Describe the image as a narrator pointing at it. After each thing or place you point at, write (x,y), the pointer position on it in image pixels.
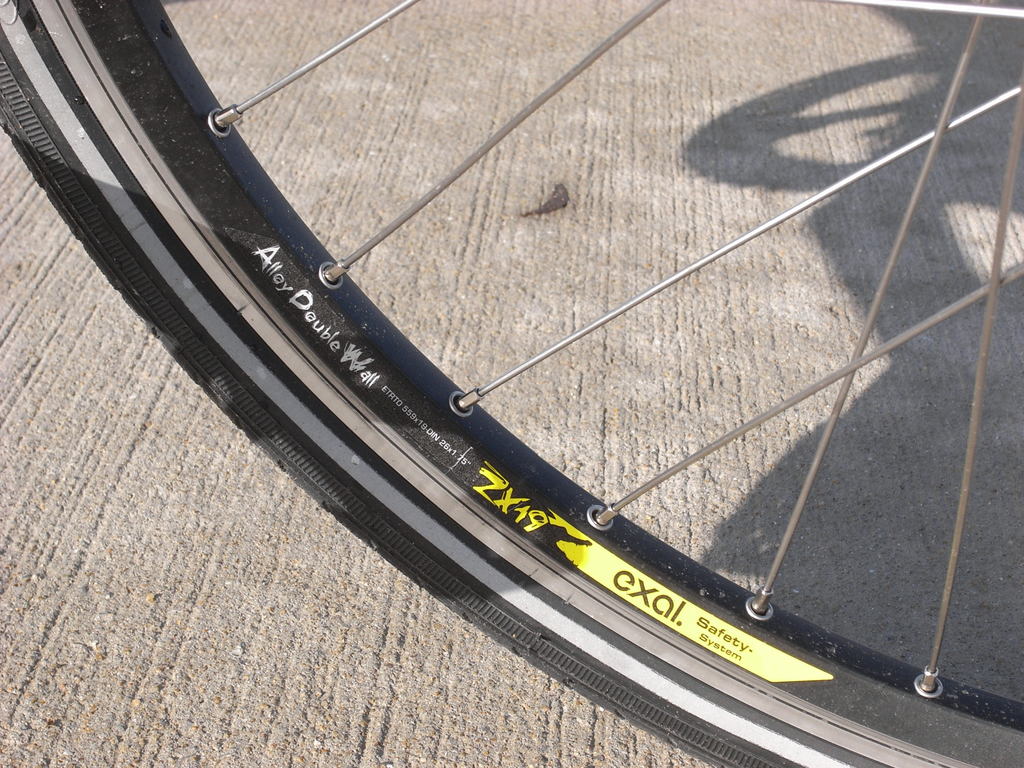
In this image we can see a wheel (119,169) of a bicycle (432,496), we can also see spokes (392,226) on it.
